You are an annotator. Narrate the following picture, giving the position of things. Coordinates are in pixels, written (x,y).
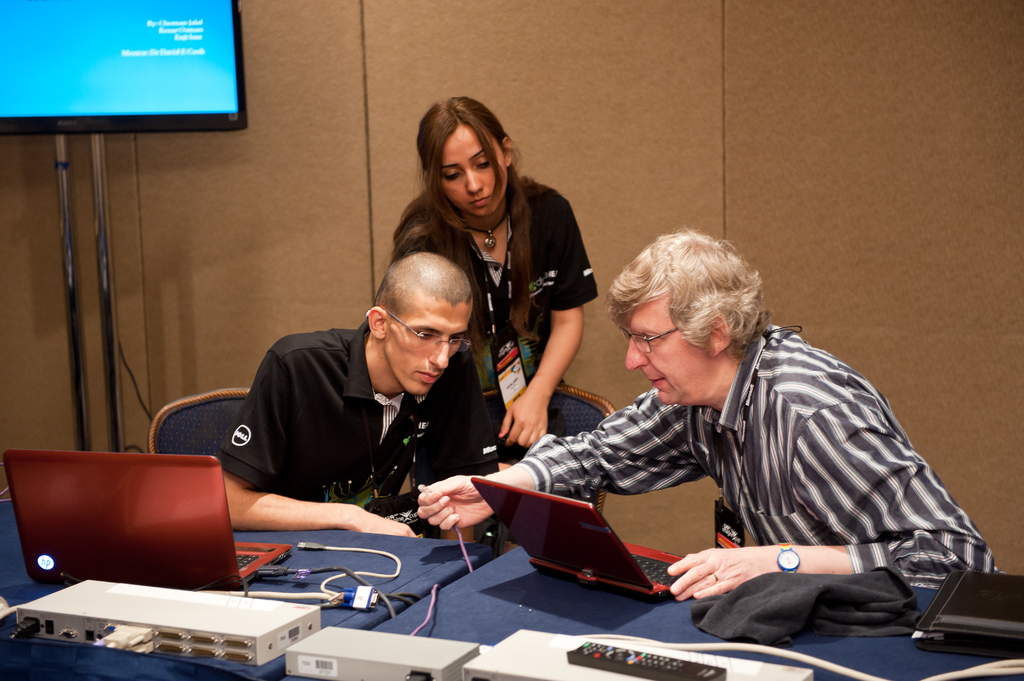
In this image we can see two men (442,506) sitting behind a table (455,603) containing laptops (238,566), cables (361,600), cloth (878,628), a file (965,628) and some devices (343,675) placed on it. In the background (147,123), we can see a woman (505,453) standing and a television (134,108) placed on the stand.
